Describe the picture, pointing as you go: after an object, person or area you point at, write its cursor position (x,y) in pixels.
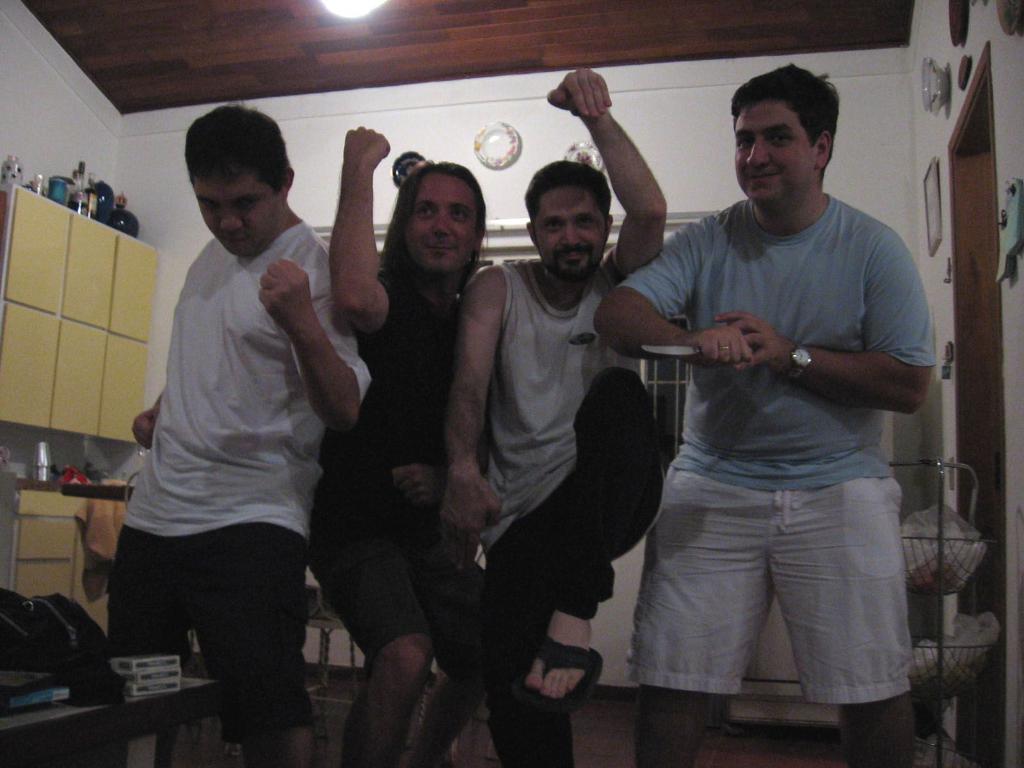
In this image I can see there are four people (462,393), the person (791,362) at the right side (703,379) is holding a knife (664,346) and there are few objects (63,678) placed on the left side table (181,700). There is a shelf (49,378) in the background (49,409) at left side (26,298) and there are few objects (79,202) placed on the shelf (76,243). There are few photo frames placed on the wall (81,140) in the background (68,140).
